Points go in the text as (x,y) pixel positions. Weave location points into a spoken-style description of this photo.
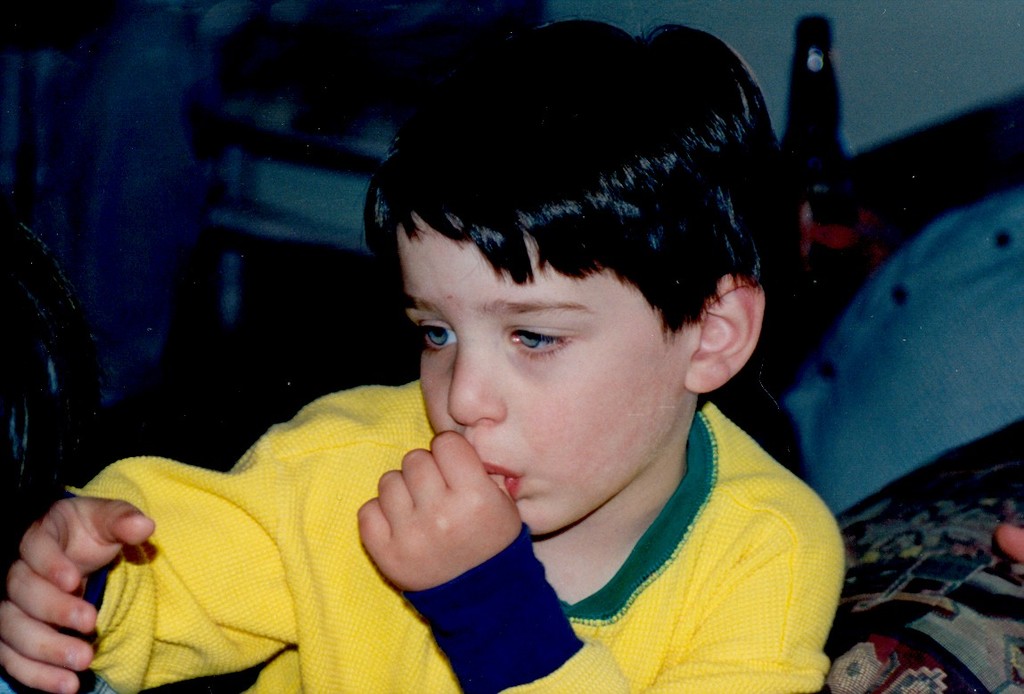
In this image in the front (477,396) there is a kid (516,459). In the background (882,339) is a bed (906,288) and there are objects (305,148) and there is a wall (915,41).
